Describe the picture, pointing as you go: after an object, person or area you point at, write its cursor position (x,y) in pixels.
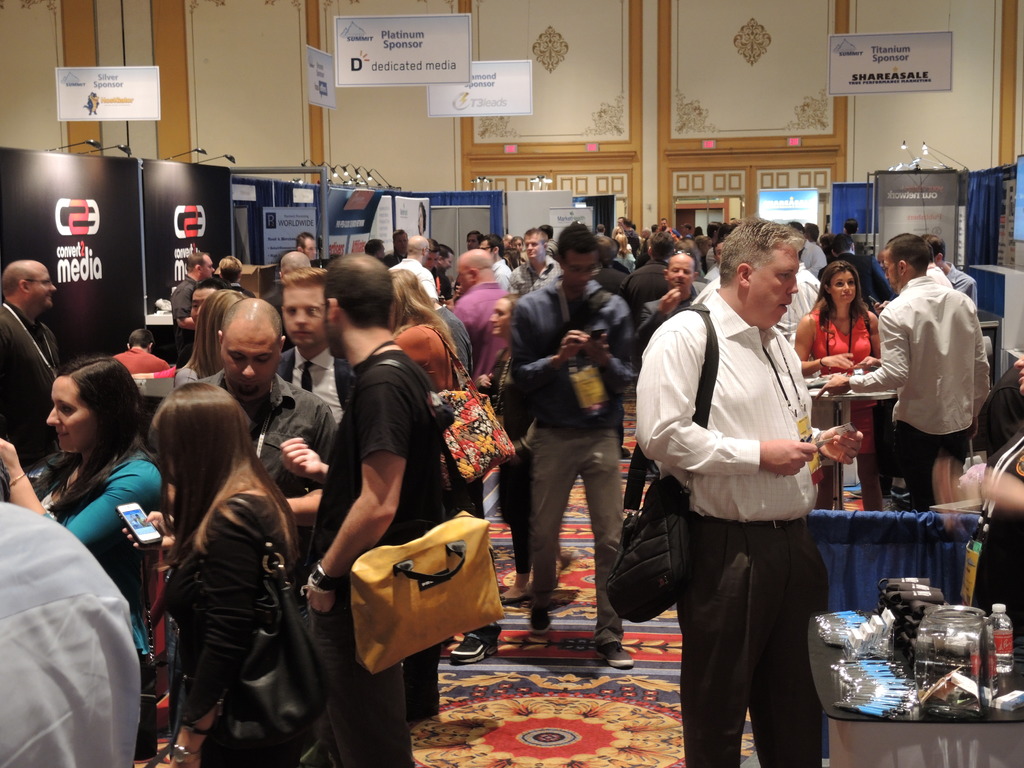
In this image i can see group of people (329,282) standing at left (330,629) a man (345,629) wearing a yellow bag (407,625) and a black watch (316,578) at right (766,455) a man (733,651) wearing a black bag (632,542) and a badge (815,427), he is wearing a white shirt (772,409) and black pant (748,644), there are few bottles (1010,650), cover (921,587) on a table (833,691), a woman (235,653) standing at left (270,684) a black bag (262,674) at the back ground (415,33) i can see few banners (443,46) attached to a wall (705,65), at left (91,278) there are few lights (203,155) and few black color banners (117,196).
